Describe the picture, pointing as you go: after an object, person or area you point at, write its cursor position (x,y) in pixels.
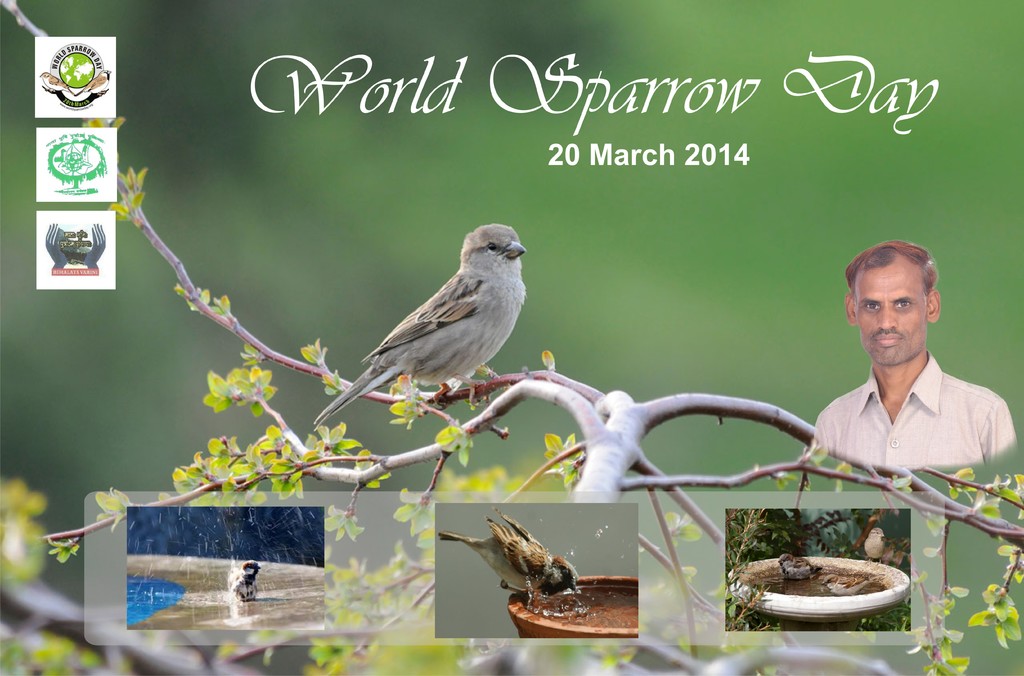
As we can see in the image there is a banner (717,159). On banner (614,184) there is a tree branch (558,376), water bowls (776,597), birds (520,586) and a man (916,361) on the right side (939,434).
